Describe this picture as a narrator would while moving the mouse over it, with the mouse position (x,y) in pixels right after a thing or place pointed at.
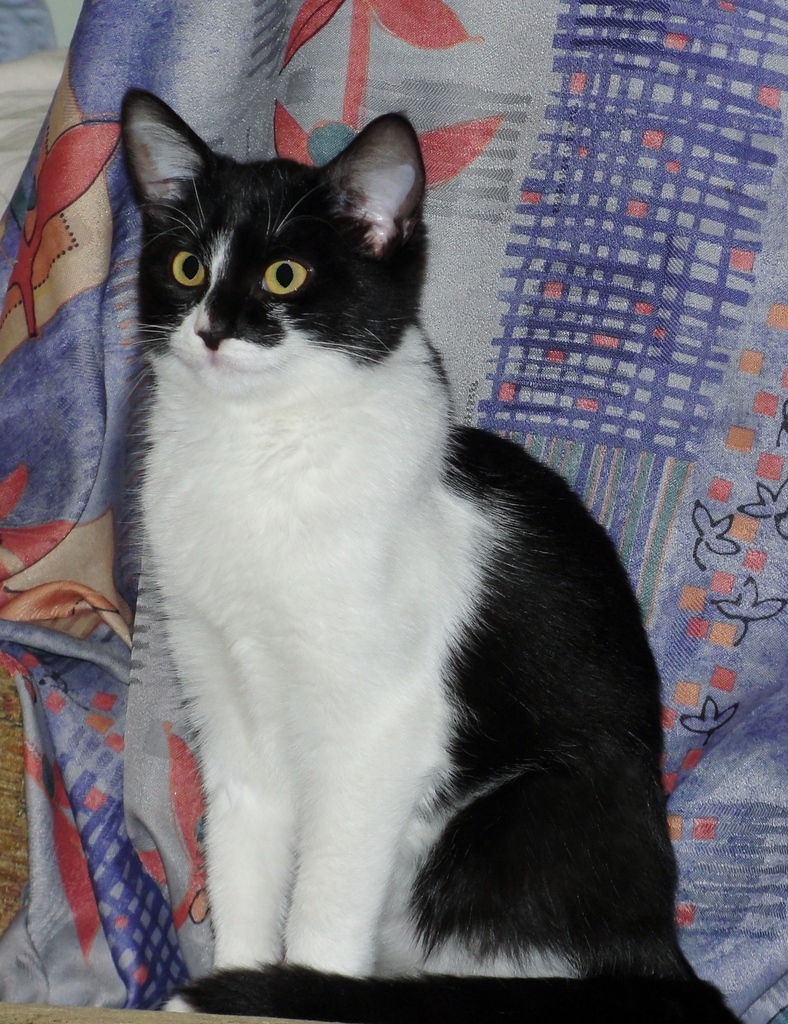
In this image there is a black and white colored cat (380,549) is in the middle of this image (367,663). There is a cloth (59,187) in the background (143,656).
